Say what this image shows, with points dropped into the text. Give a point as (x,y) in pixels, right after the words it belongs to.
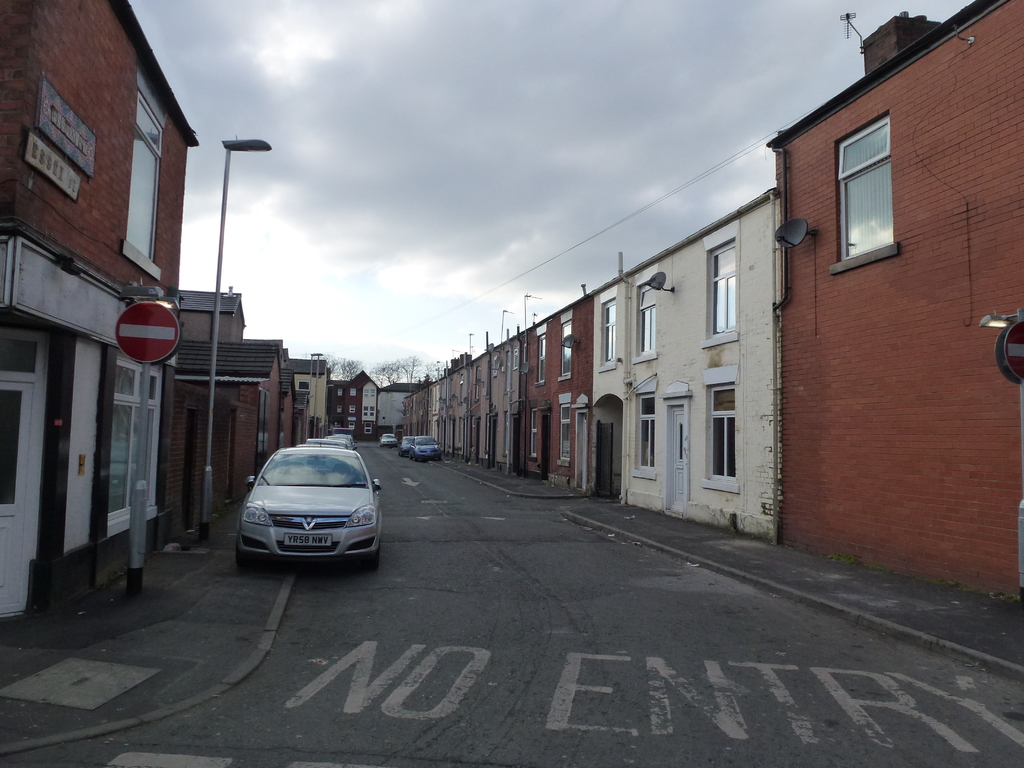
In this image we can see the buildings (352,379), light poles (318,360), sign board (165,328) and also the vehicles (343,463) parked on the path (154,652). We can also see the wires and a cloudy sky (557,134) and trees (403,360) in the background (428,231). At the bottom (392,688) we can see the text (670,686) present on the road (553,673).
